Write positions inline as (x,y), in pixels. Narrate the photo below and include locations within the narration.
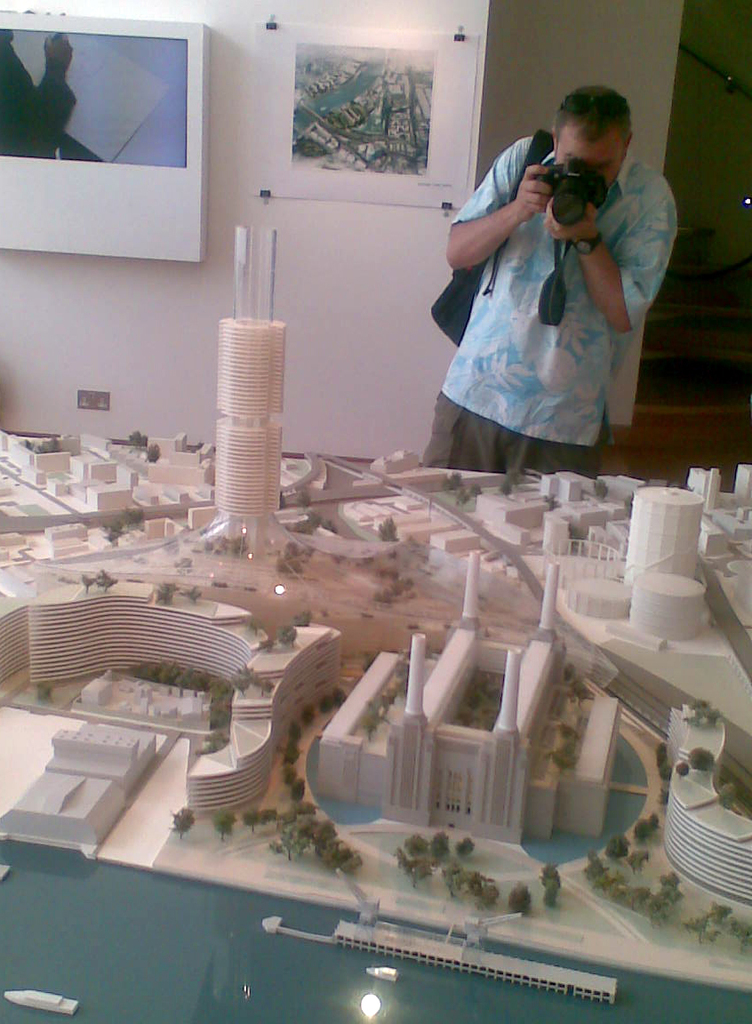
In this picture there is a man (630,174) who is holding a camera (560,199). At the bottom (71,756) I can see the model (276,718) of the city (393,742) which is kept on the table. In that model (398,493) I can see the skyscrapers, buildings (331,739), trees (300,815), water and other objects (622,629). In the top left (48,108) I can see the computer screen (44,131), beside that there is a poster (334,114) which is placed on the wall (323,216). In the top right corner (720,13) I can see the door (747,294).
